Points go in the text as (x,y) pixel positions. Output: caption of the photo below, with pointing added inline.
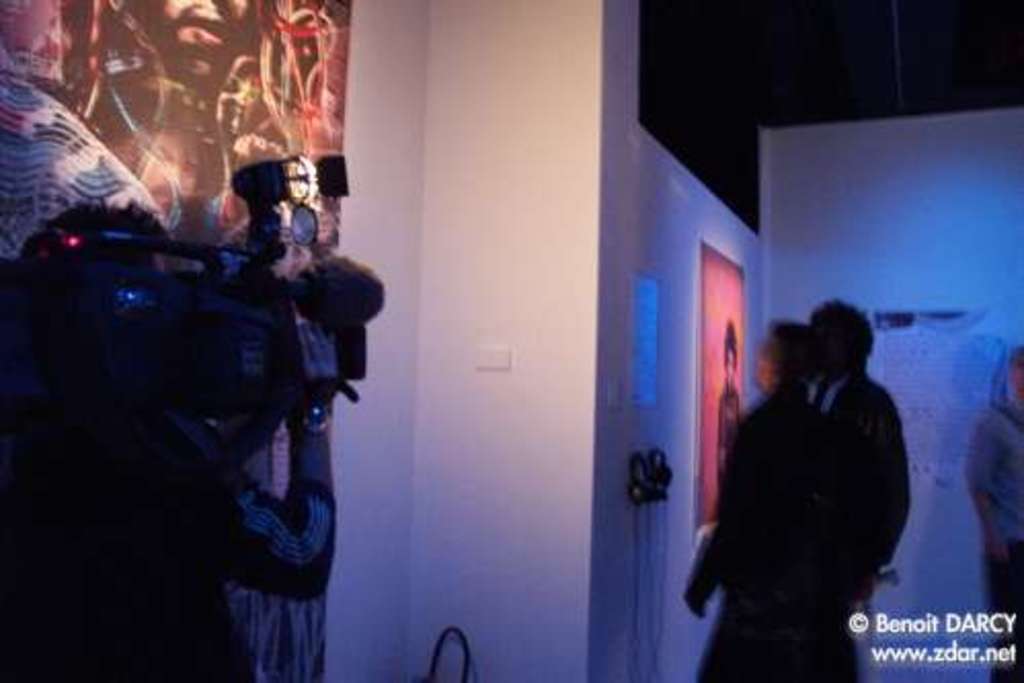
This picture seems to be clicked inside the hall (495,150). On the left (54,405) we can see a person (93,476) standing and holding a camera (294,312). On the right (1016,410) we can see the group of people (829,423) and we can see the text (907,351) and the pictures (16,152) of some objects (52,157) and the picture (725,360) of a person (724,376) on the wall (623,229) and we can see some other objects (642,498). In the bottom right corner (938,626) we can see the watermark (948,628) on the image.
